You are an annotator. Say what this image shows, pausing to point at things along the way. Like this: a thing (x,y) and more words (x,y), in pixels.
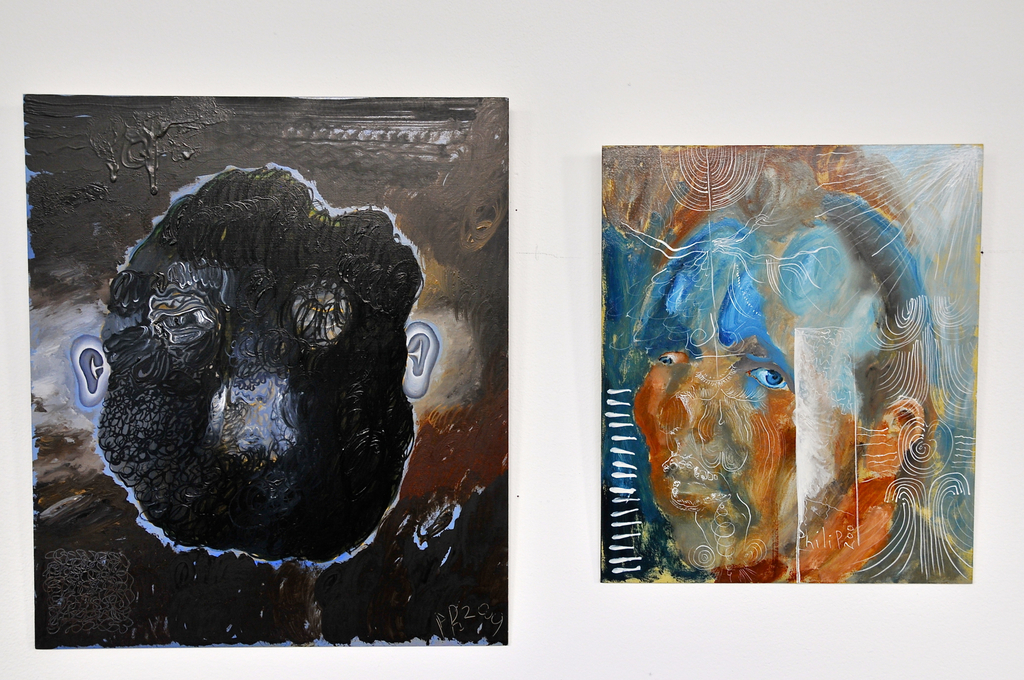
In the picture we can see two paintings (727,572), one is brown in color with a human face (86,391) and one is blue and orange in color with human face (729,403).
